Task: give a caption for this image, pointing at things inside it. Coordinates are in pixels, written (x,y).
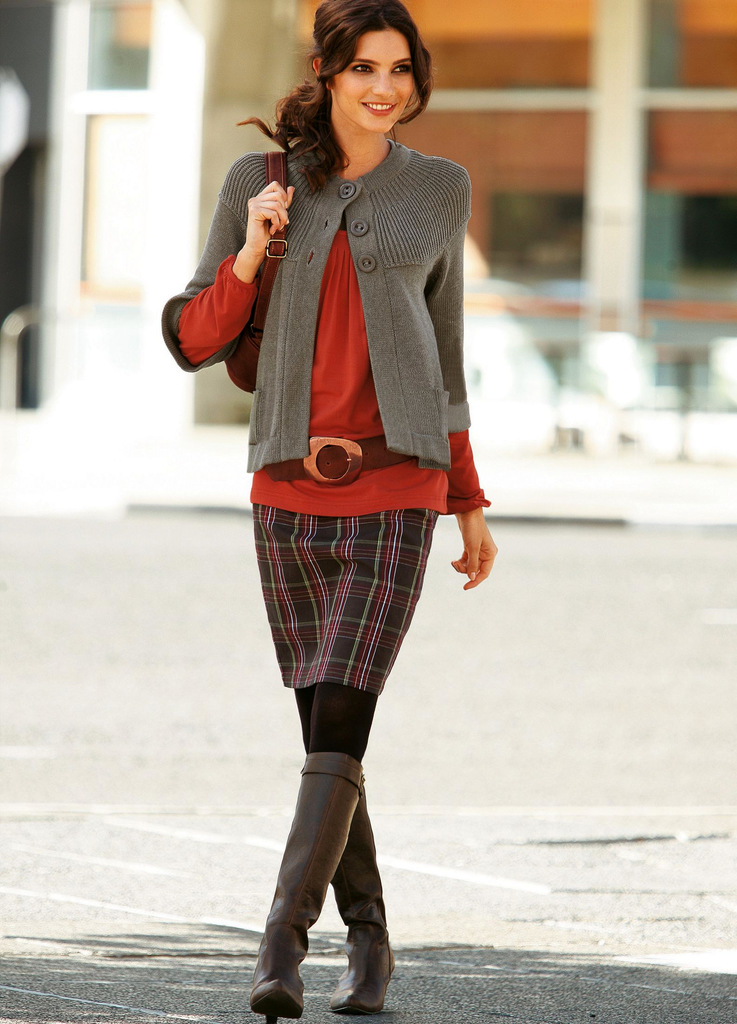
The girl (331,323) in the middle of the picture (353,458) wearing red T-shirt (338,390) and grey jacket (436,305) is walking on the road (266,898). She is smiling and she's even wearing a brown handbag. Behind her, we see a white building (495,282). It is a sunny day.
